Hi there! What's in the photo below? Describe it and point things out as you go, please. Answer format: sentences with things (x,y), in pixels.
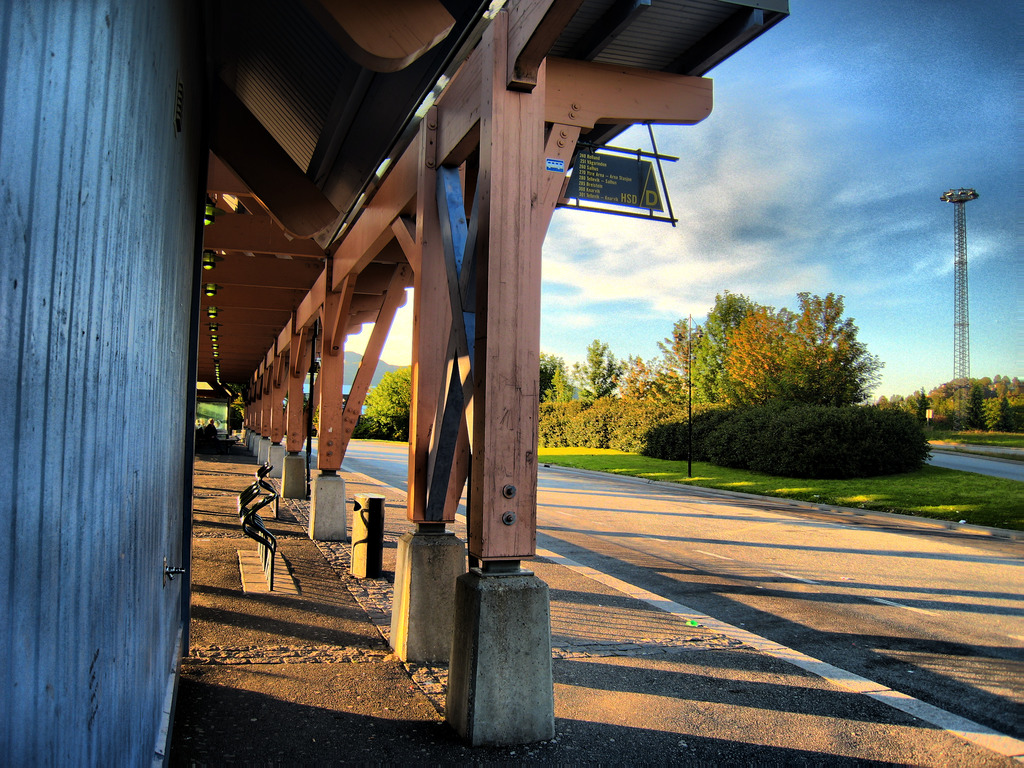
The picture is clicked outside a city. On the left (116,410) there is a building (299,410). In the center of the picture (623,378) there are trees (753,394), grass (973,435) and road (1023,461). On the right (948,393) towards background (967,398) there are trees (975,412) and floodlight (956,299). Sky (975,353) is bit cloudy and it is sunny.
